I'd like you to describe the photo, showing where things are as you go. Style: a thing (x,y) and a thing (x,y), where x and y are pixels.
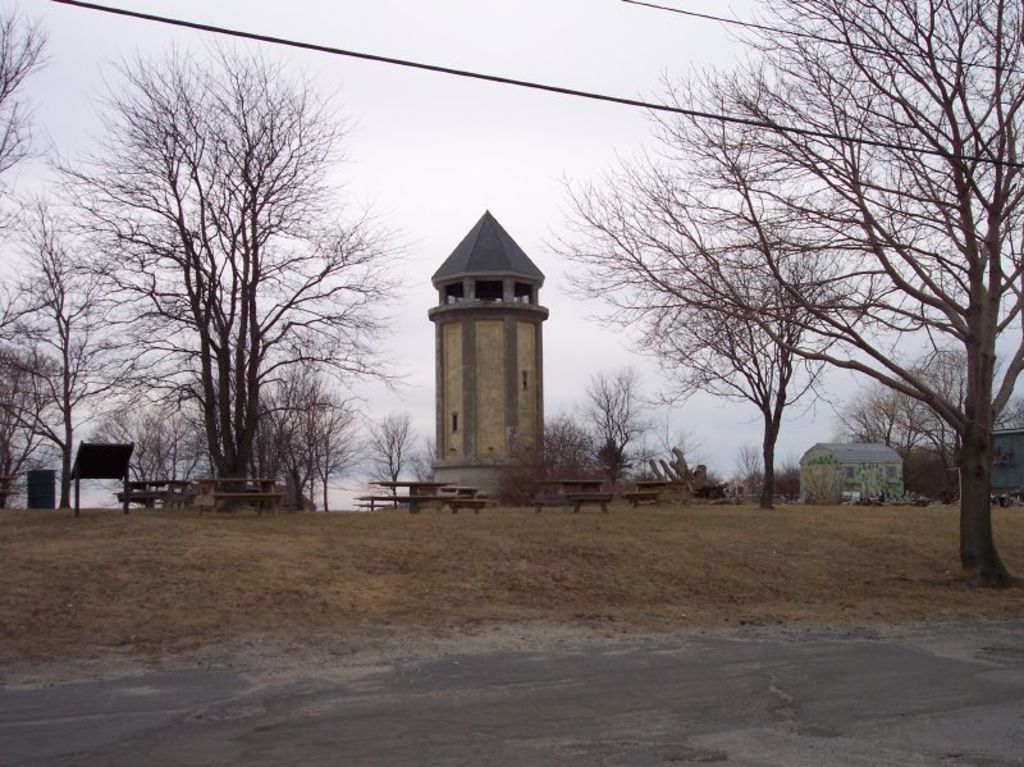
This picture is clicked outside the city. At the bottom of the picture (651,680), we see a road (658,681) and grass (643,558). We even see benches (138,500) and garbage bin (31,507). Behind that, we see a tower (471,357) and a hut (869,479). There are many trees (297,398) in the background (239,300). At the top of the picture (518,124), we see the sky (499,55) and the wires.
